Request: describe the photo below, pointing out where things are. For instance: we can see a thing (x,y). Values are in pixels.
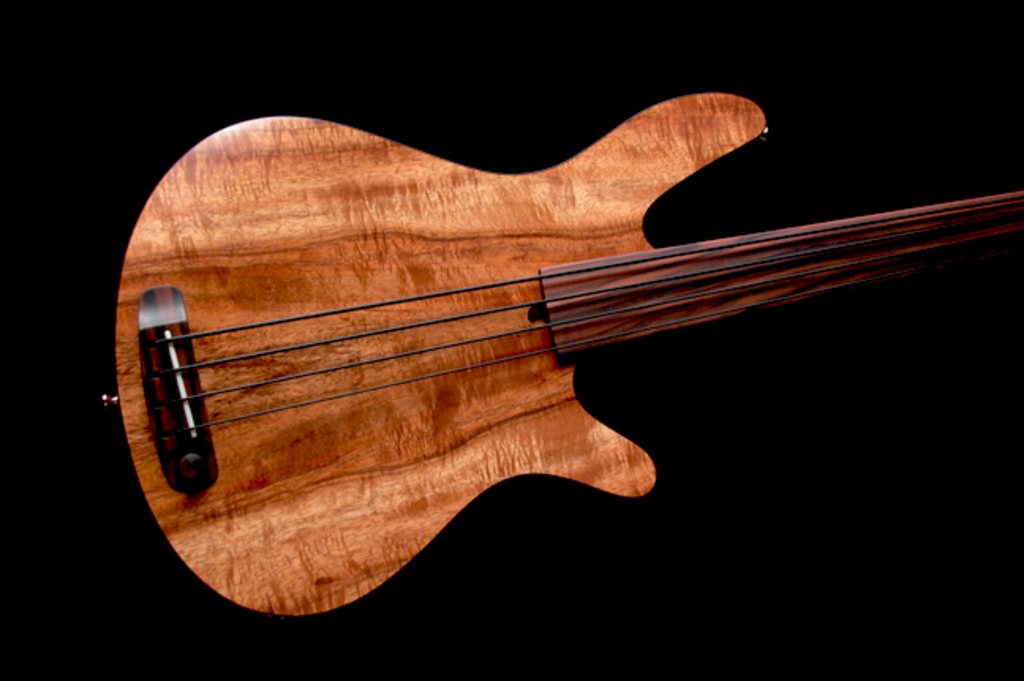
The image consists of a wooden guitar (479,438) with four strings (393,328) the background (134,602) is completely black.
